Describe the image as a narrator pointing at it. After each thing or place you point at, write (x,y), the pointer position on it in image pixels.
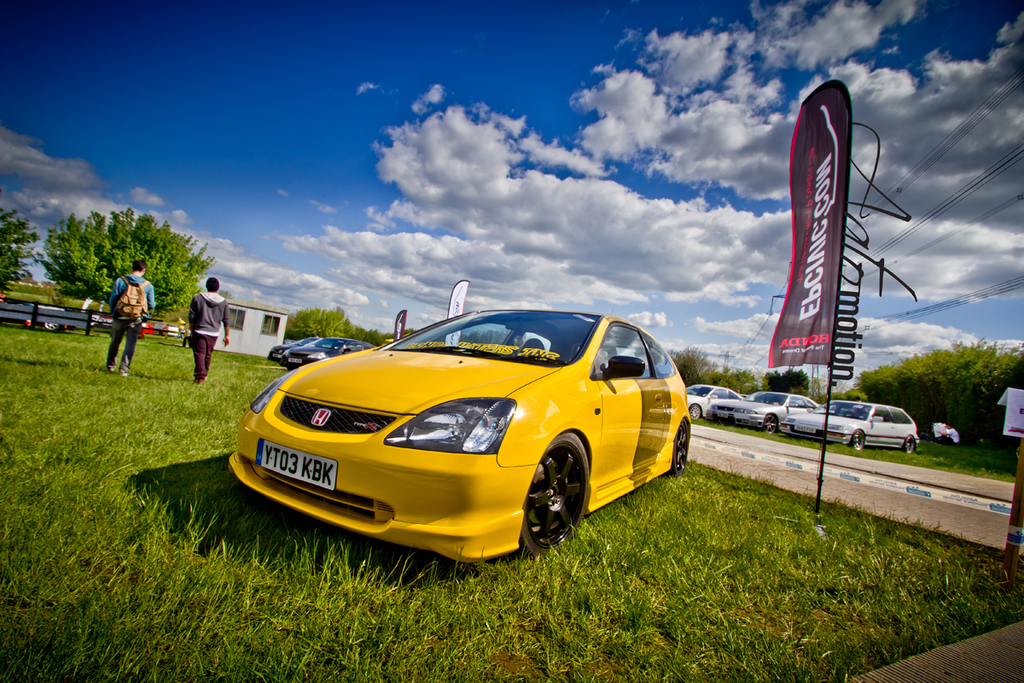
This image is clicked on the road (886,495). Beside the road (846,493) there's grass (747,523) on the ground (695,545). There are cars (410,368) parked on the ground (639,549). Beside the cars (409,460) there are flags (795,299) to the poles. To the left (218,327) there are two men (133,325) walking on the ground (147,337). In front of them there is a house (242,329). In the background (65,308) there are trees (181,262) and a railing (16,313). At the top (428,153) there is the sky (380,168).
